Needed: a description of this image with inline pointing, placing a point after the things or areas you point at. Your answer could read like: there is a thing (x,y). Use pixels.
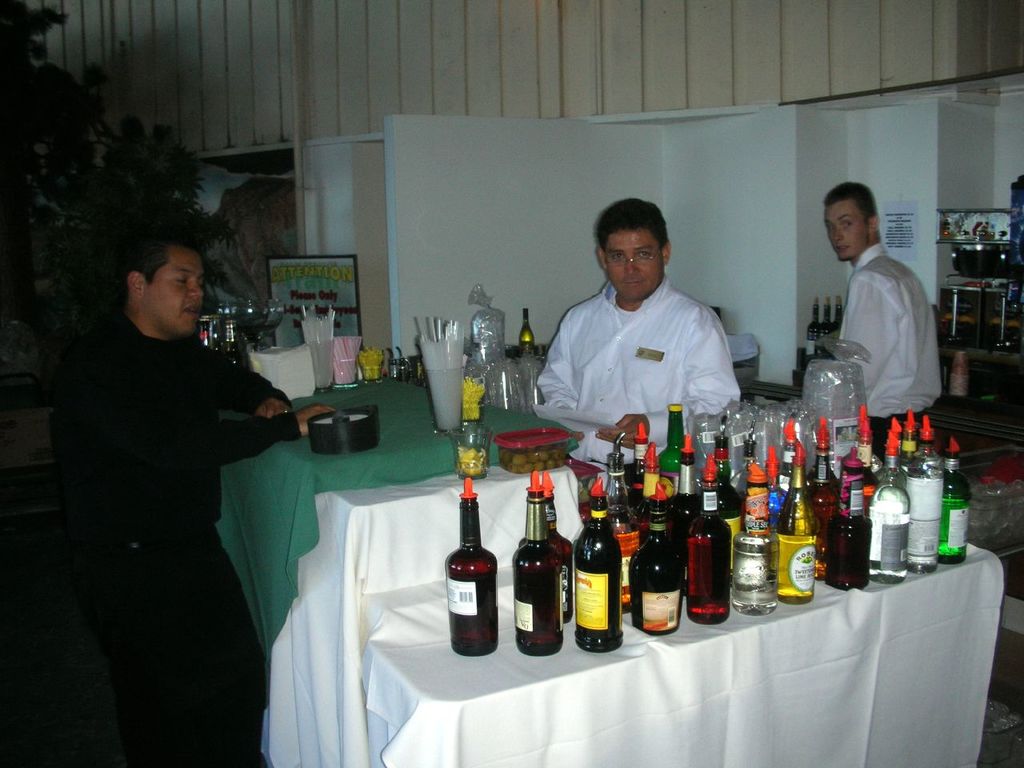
In this image I see 3 men (591,307) in which these 2 (569,370) are wearing white dress (566,338) and this man (172,300) is wearing black dress (196,406) and there are tables (292,567) in front of them on which there are bottles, straws (432,336), glasses (439,383), box (535,440) and few things (366,430). In the background (213,11) I see the wall (194,55), few more bottles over here and a plant (2,34).
